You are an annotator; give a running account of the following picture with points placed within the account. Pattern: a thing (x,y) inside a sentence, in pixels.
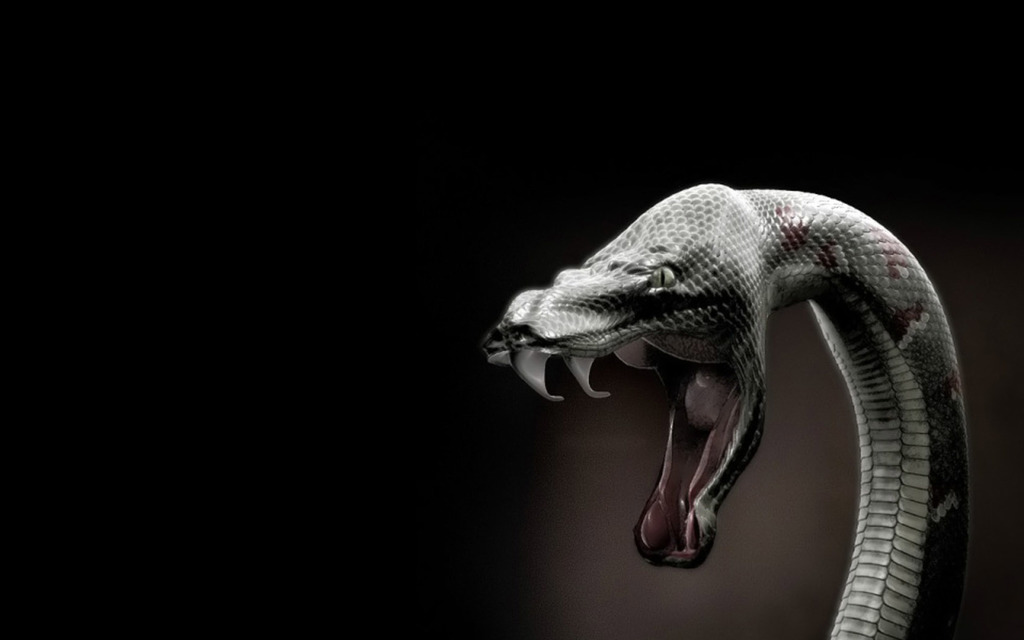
There is a snake (864,568). In the background (380,186) it is dark.
